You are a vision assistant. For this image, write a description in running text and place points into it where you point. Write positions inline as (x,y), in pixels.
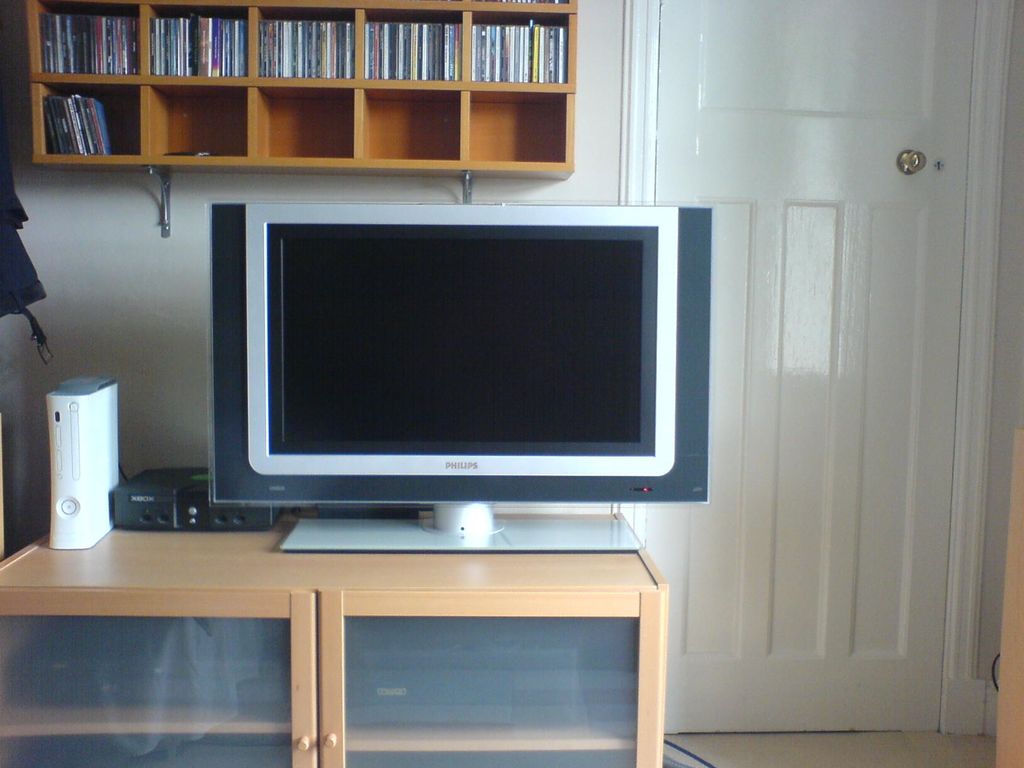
In the image we can see a screen (260,328), game consoles (61,525), cupboard (113,550), shelves (342,82), door (843,224), objects (504,61) on the shelf (527,127) and this is a floor (865,744).
